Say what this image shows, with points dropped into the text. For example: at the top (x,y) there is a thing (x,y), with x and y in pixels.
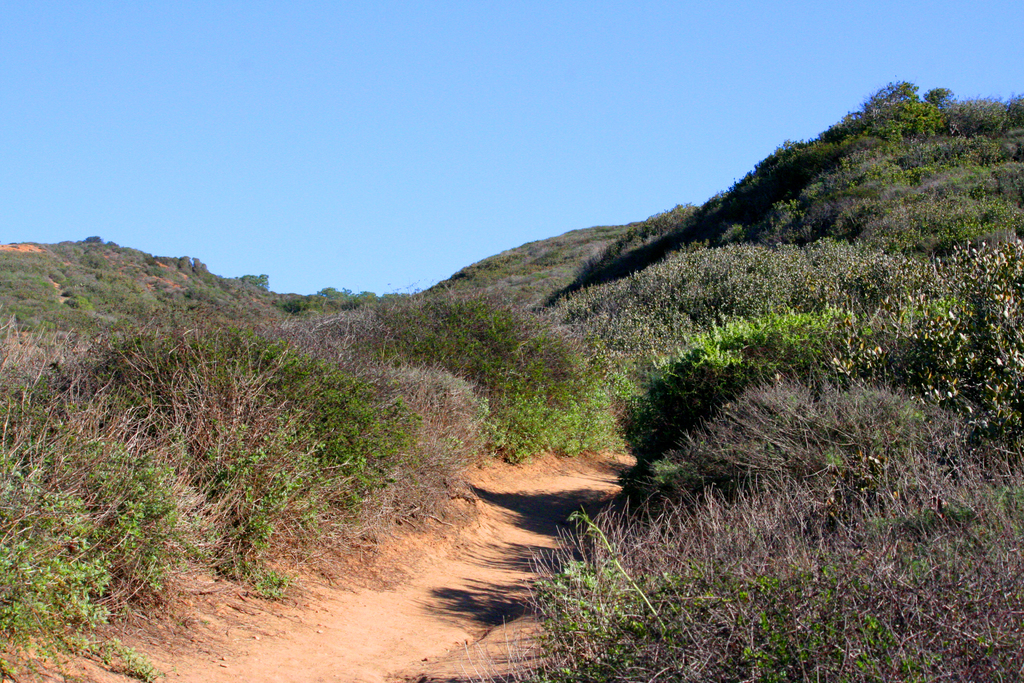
In this picture we can see few plants (625,330), trees (714,320) and hills (163,260).
